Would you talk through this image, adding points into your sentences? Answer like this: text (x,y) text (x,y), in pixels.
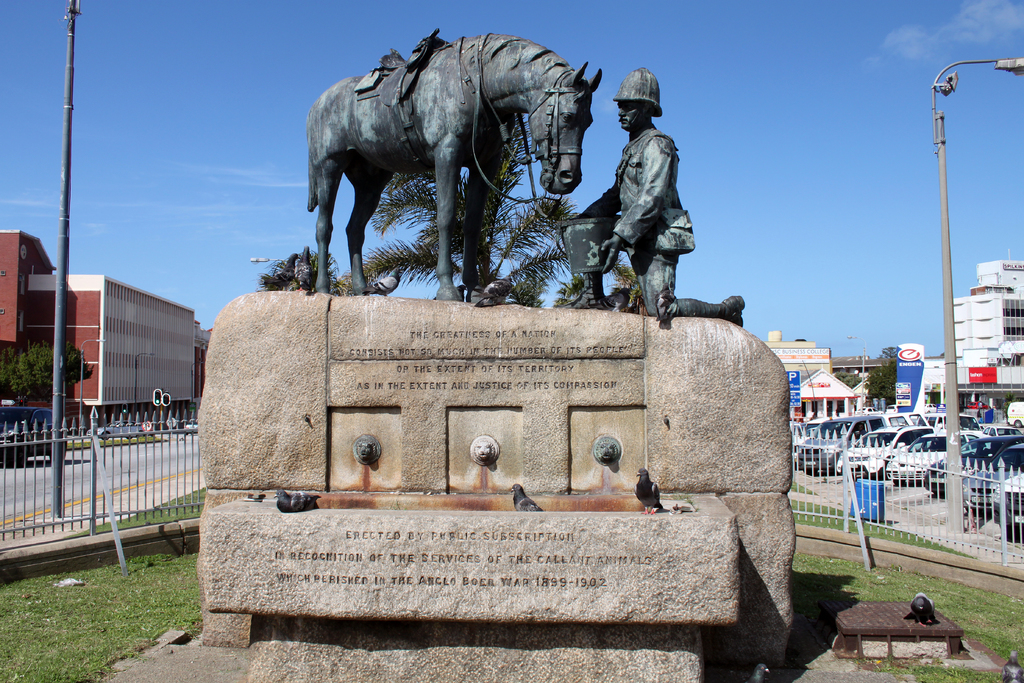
In the center of the image (517,316) there is a statue (449,262). On the left side of the image (193,373) we can see a pole (55,463), fencing (70,498), grass (46,580), building (76,344) and vehicles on the road (38,479). On the right side of the image (1009,604) we can see cars (931,453), pole (948,384), fencing (854,510), grass (855,529), dustbin (873,502), buildings (988,364) and trees (873,384). In the background (819,182) there is a sky (809,57) and clouds (915,45).
